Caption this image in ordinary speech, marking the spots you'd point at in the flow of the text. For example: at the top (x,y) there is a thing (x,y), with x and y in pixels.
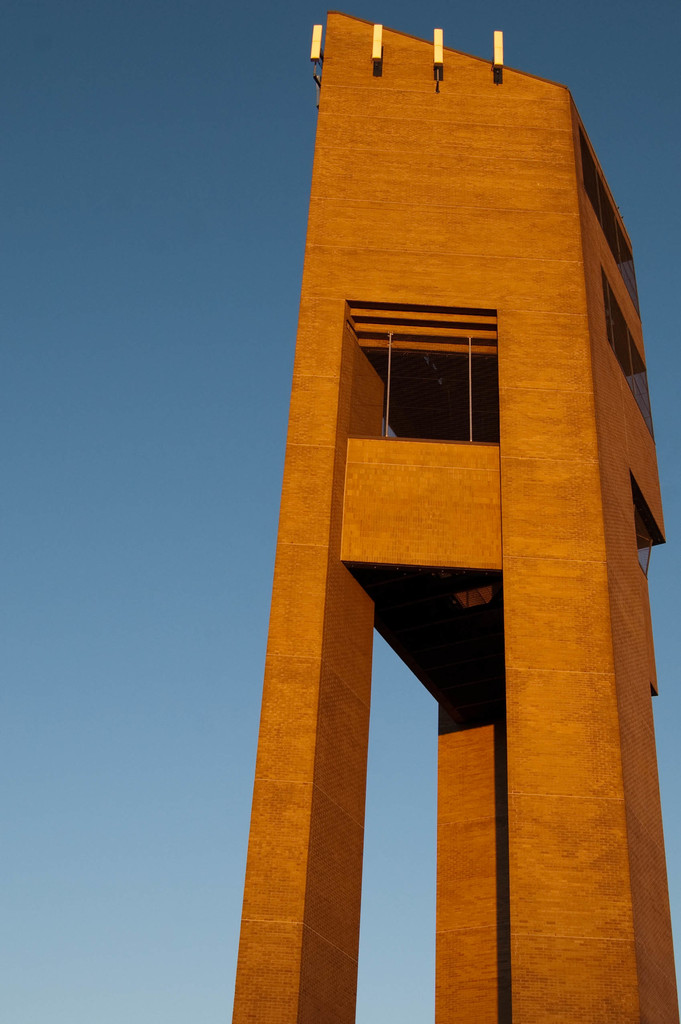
In this picture, there is a building (609,426) which is in brown in color. In the background (238,351), there is a sky (196,277).
